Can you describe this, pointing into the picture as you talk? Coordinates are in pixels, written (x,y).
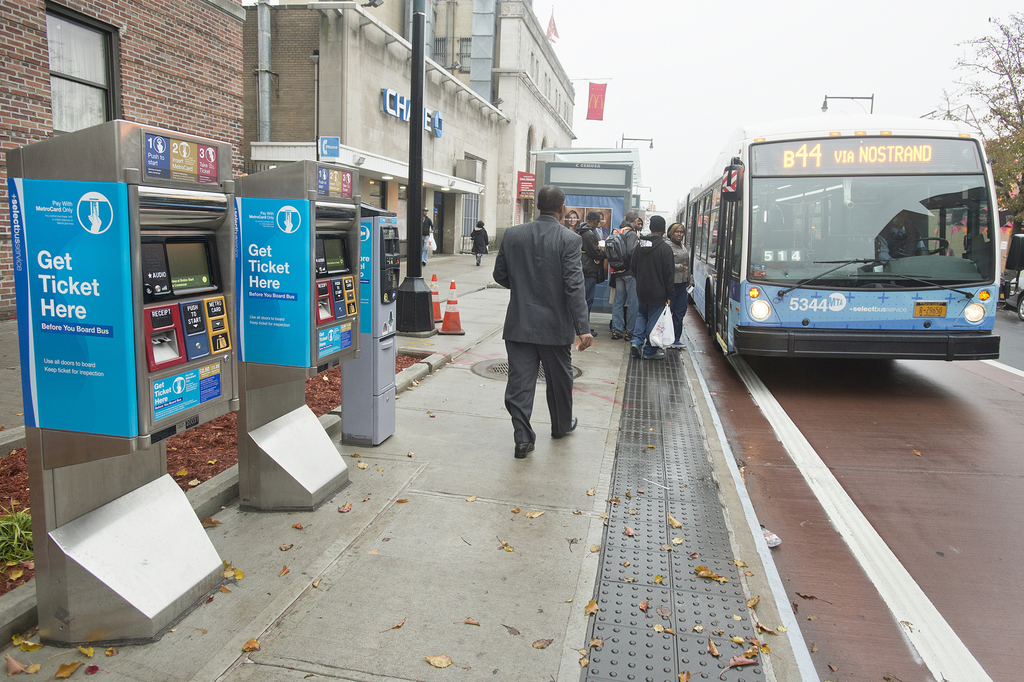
In this image we can see some buildings (529,59), in front of the building (449,121) 3 ticket machines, one pole (420,92) and two safety poles (454,303) are there. two flags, two street lights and some grass (24,526), trees (1005,173) are there. The bus (868,283) is on the road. Some people (512,261) are walking and some are standing and wearing bags (662,333). At the top (662,58) there is the sky (665,89).
